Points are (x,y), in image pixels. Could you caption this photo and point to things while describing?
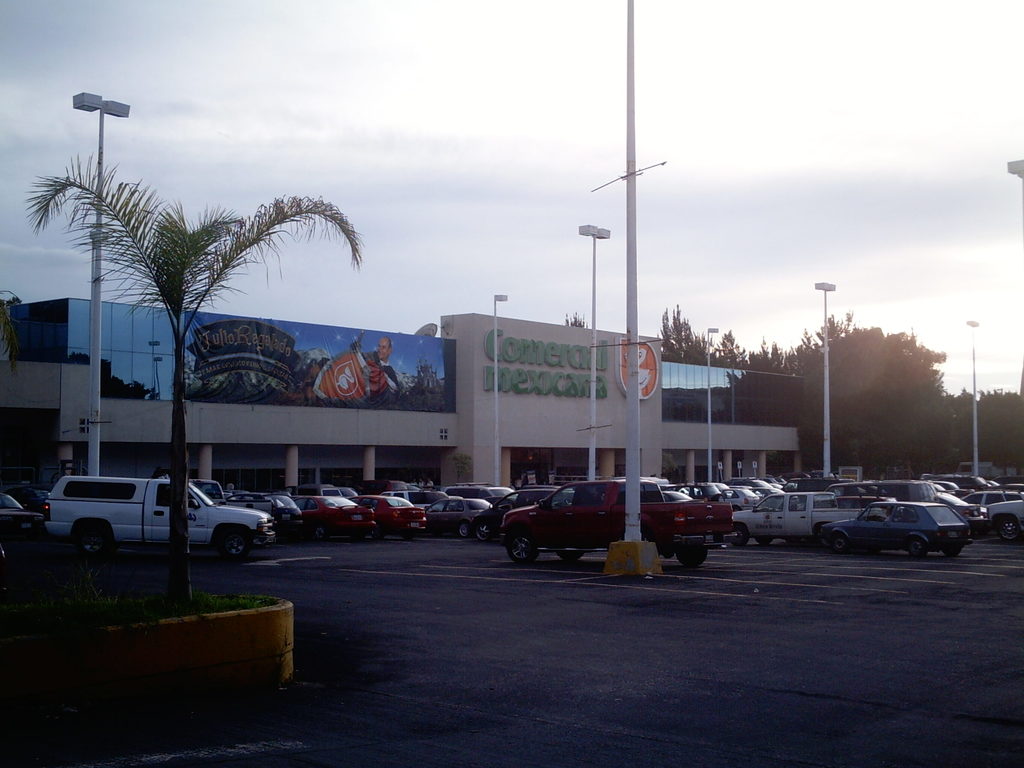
In this image I can see number of vehicles (404,525), number of poles (638,525), number of street lights (709,452), number of trees (847,401), a building (467,388) and on it I can see something is written. In the background (591,199) I can see clouds (839,51) and the sky (408,148).
